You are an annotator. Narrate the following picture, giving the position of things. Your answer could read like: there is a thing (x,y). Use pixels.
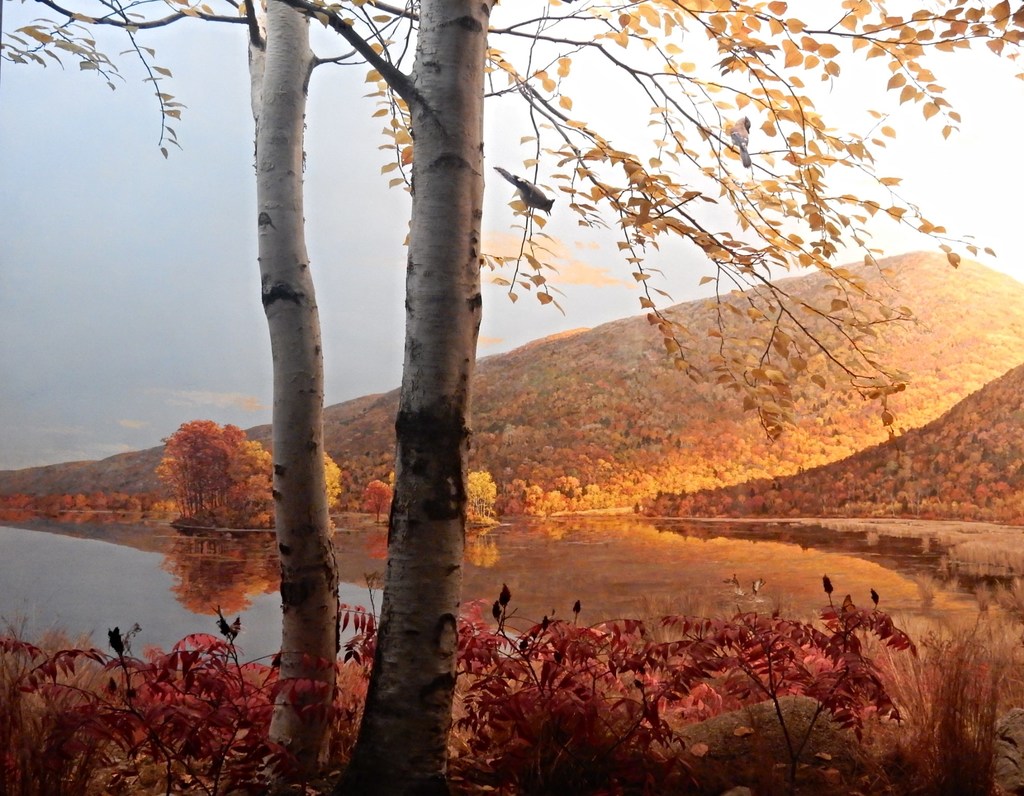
It is a beautiful scenery, there is a mountain (697,439) and in front of the mountain (568,458) there are many trees (883,495) and plants (1023,537) and in front of them there is a river (661,545).
